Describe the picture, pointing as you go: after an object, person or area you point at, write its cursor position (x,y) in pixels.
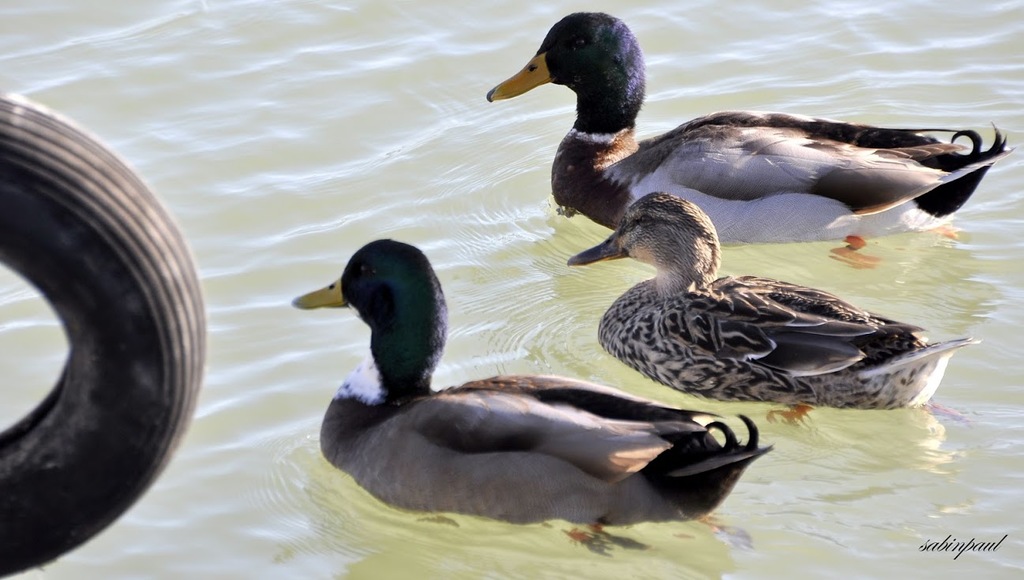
In this image I can see three ducks (638,312) on the water (245,521). On the left side (152,433) there is a Tyre (71,389).
